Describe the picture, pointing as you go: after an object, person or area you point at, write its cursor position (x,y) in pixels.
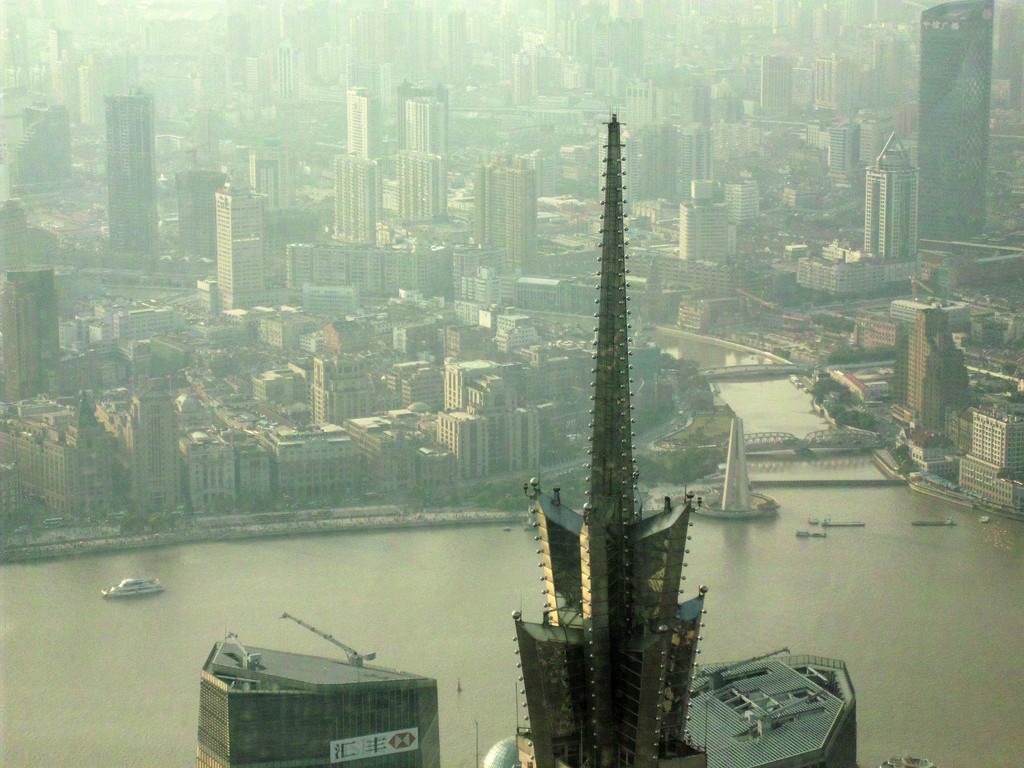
In the picture there is water (488,586), we can see buildings (212,486), there are boats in the water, there is a bridge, there may be trees (171,511).
